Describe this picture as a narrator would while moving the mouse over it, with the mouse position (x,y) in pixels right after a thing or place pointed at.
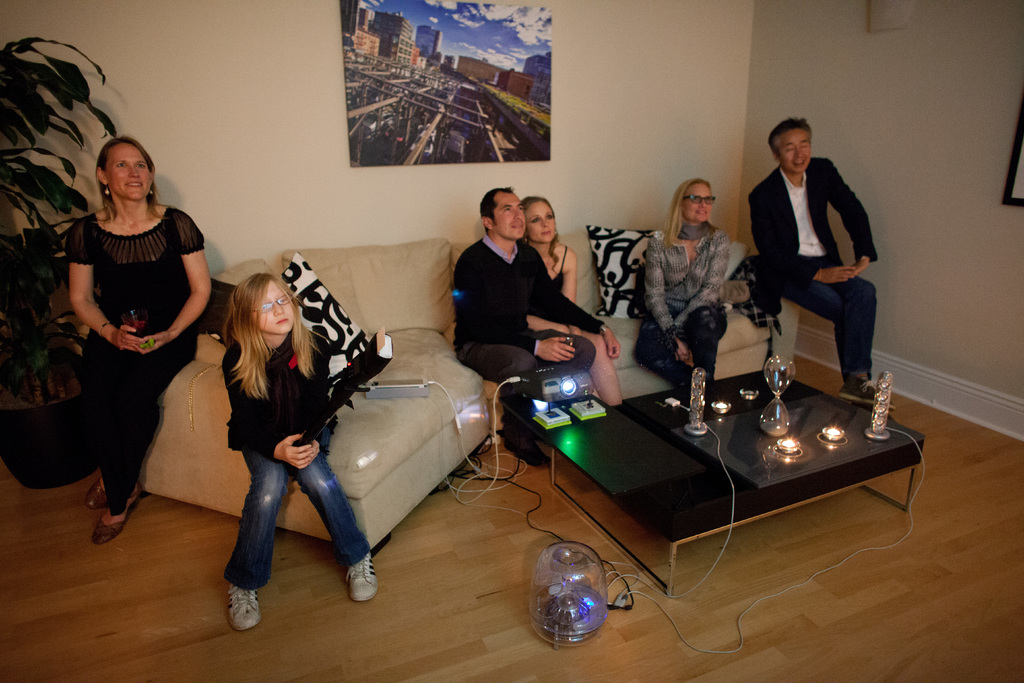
In the image we can see few persons (857,297) were sitting on the couch (432,333). In front (631,438) there is a table (770,444), on table (769,492), we can see hourglass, light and wire (709,429). In the background (484,95) there is a wall (773,71), photo frame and plant (29,184).
